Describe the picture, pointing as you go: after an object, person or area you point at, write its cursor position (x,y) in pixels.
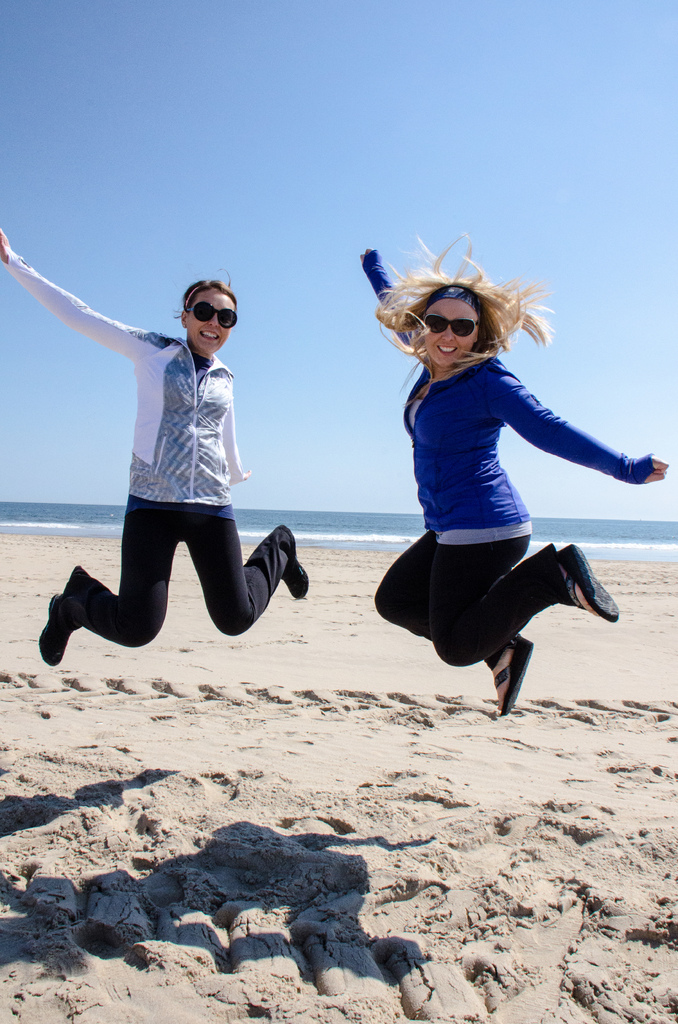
In this image there are two women (127,529) jumping in the air. There is sand (286,807) on the ground (223,852). They are smiling. Behind them there is water (330,516). At the top (355,85) there is the sky (331,158).
